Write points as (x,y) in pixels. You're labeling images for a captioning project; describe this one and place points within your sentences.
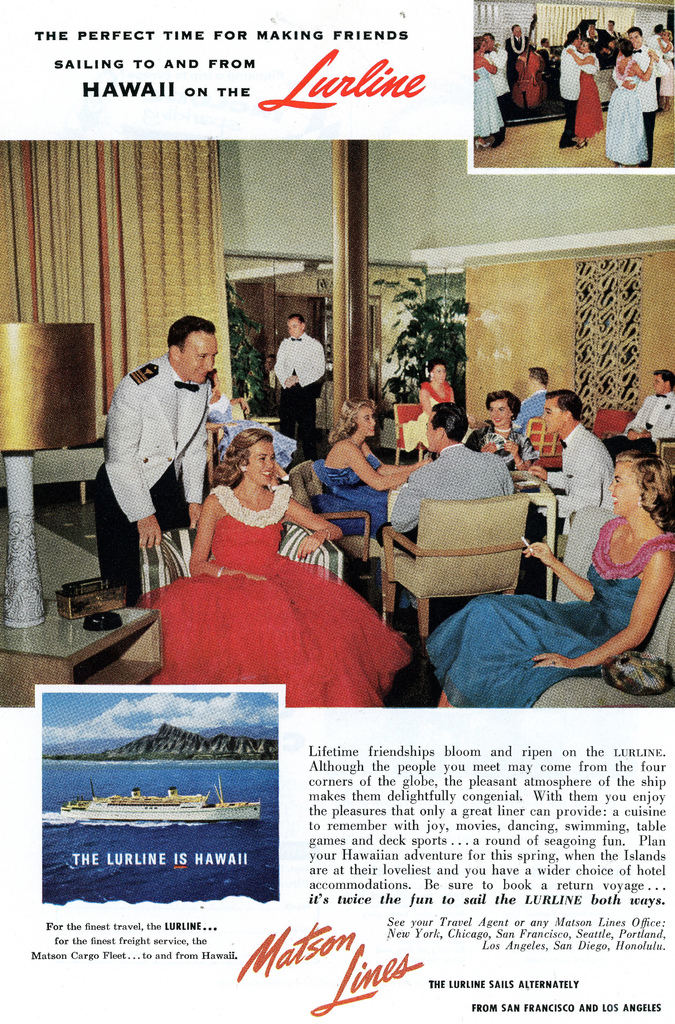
This image is magazine (445,420). In the center of the image (358,441) we can see some persons (567,501), chairs (399,433), wall (324,159), pole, plants (432,320), lamp (37,332), floor (93,510). At the top of the image (526,134) we can see some persons (573,112), floor (529,125), wall (496,12), window (551,38) and some text (401,82). At the bottom of the image (179,752) we can see boat (176,808), water (155,765), clouds (211,717), mountains (155,754) and some text (479,884).
